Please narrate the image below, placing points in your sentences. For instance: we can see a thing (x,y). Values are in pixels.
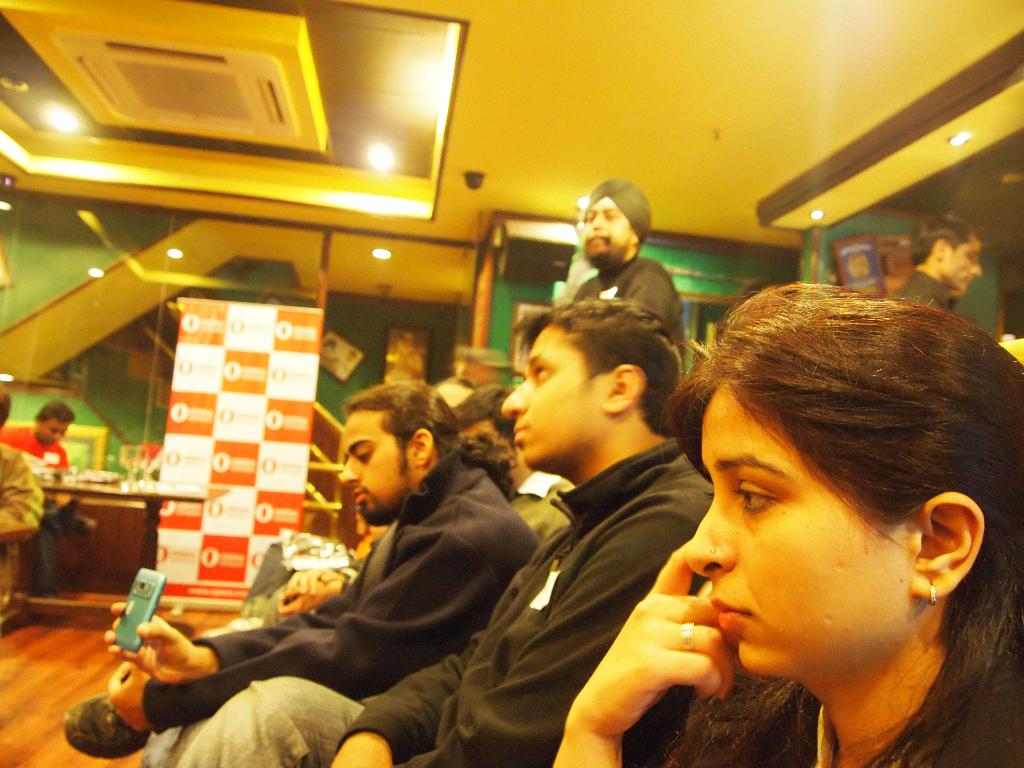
In this picture there are few persons (570,534) sitting and there are two persons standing behind them and there is a central air conditioner (199,68) attached to the roof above them and there are some other objects (93,460) in the background (99,349).
